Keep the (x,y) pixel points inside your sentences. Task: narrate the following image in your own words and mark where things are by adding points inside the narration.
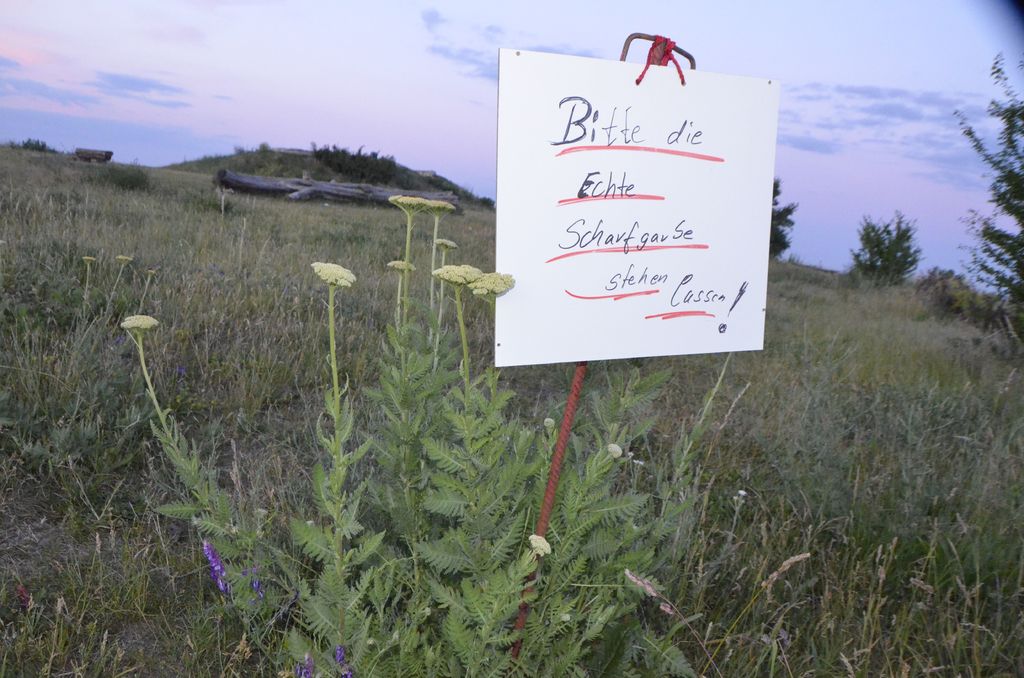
In this image we can see a board (648,233) with text (627,211). In the background of the image (302,107) there is sky (116,152), mountain (215,168), grass (252,247) and plants (662,432).
